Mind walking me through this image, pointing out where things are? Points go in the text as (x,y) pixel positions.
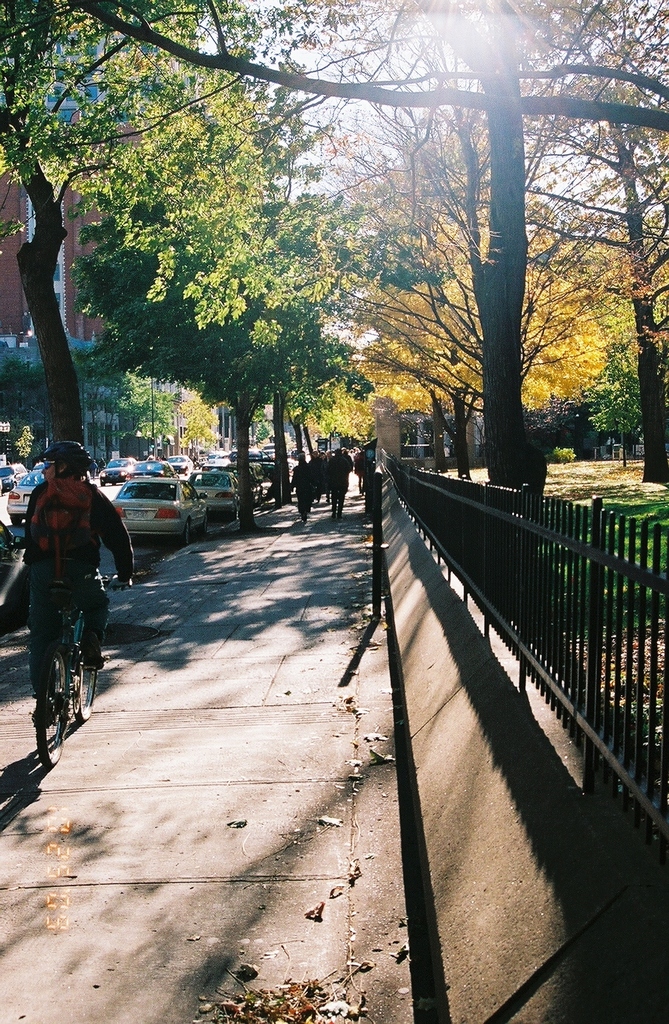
In this image I can see few people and also I can see one of them is cycling a cycle (54,677). In the background (218,514) I can see number of vehicles (155,514), trees (232,233), and a building (0,308).
